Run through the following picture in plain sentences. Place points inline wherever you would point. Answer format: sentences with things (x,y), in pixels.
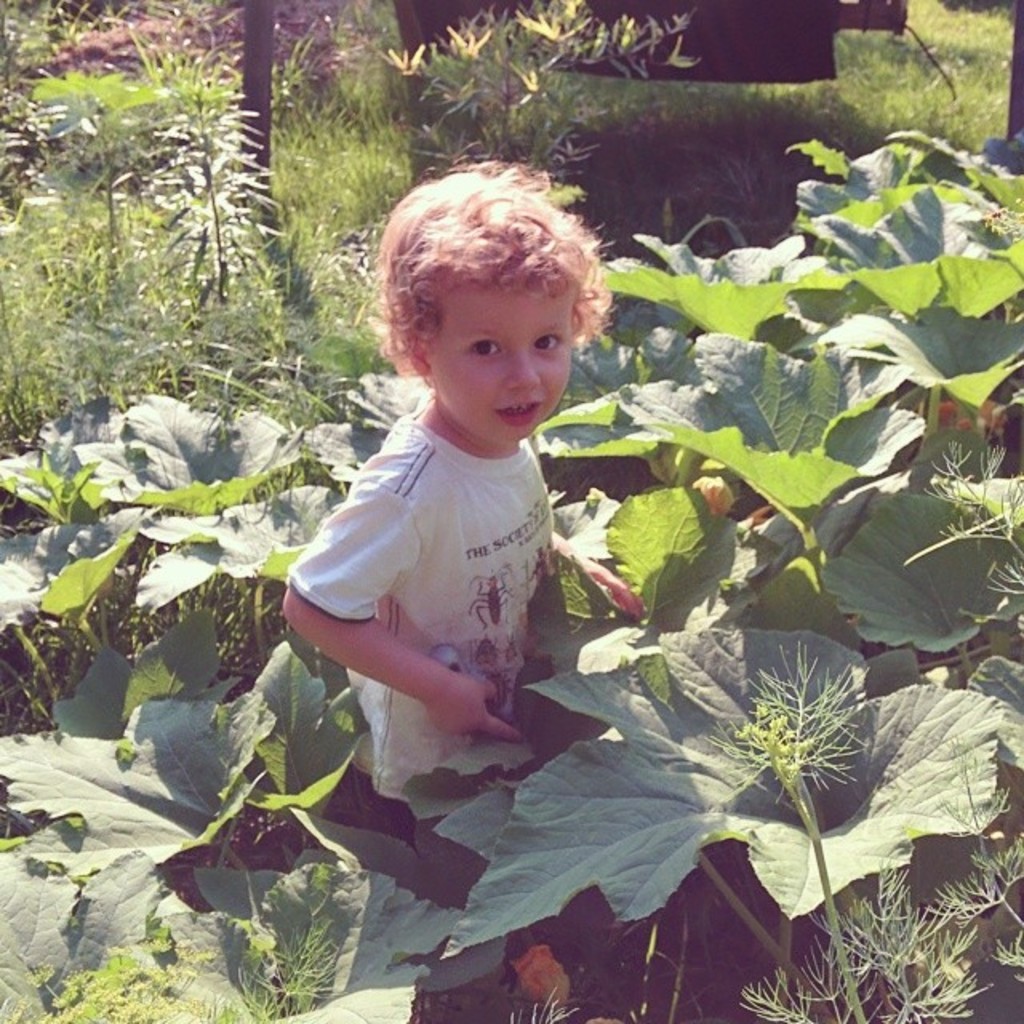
In this image we can see a child (409,447). Near to him there are plants (282,289).
